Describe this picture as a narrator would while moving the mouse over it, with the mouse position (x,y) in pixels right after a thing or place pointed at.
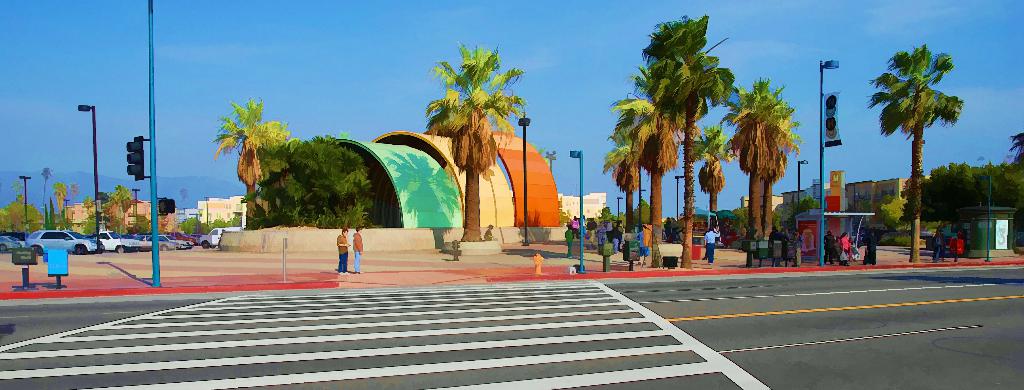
This is the picture of a city (521,193). In this image there are buildings (403,211) and trees (20,208) and there is a mountain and there are street lights (99,218) on the footpath (511,272) and there are group of people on the footpath (45,277) and there are vehicles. In the foreground (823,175) there is a fire hydrant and there are poles (58,277) on the footpath (388,251). At the top (388,44) there is sky (221,0). At the bottom (173,341) there is a road (164,301).
